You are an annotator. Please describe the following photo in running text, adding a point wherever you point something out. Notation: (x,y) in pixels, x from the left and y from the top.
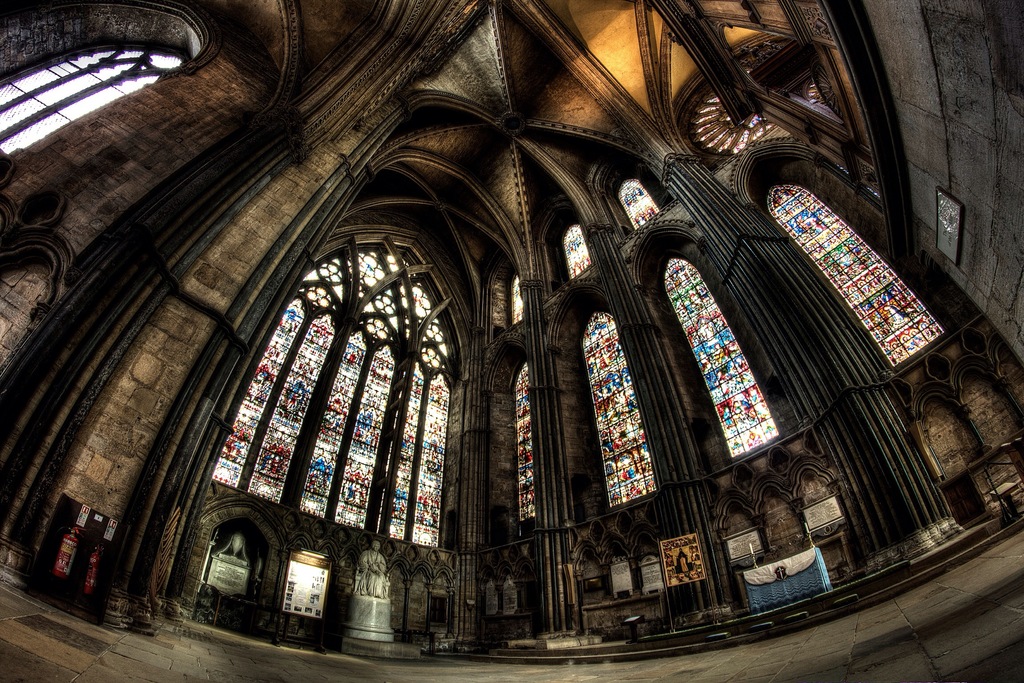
This is an inside view of a church building (460,471) with big glass windows (362,460), statues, pillars (146,499), at the top of the image (464,108) there is a dome (562,114) and there are fire extinguishers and photo frames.
